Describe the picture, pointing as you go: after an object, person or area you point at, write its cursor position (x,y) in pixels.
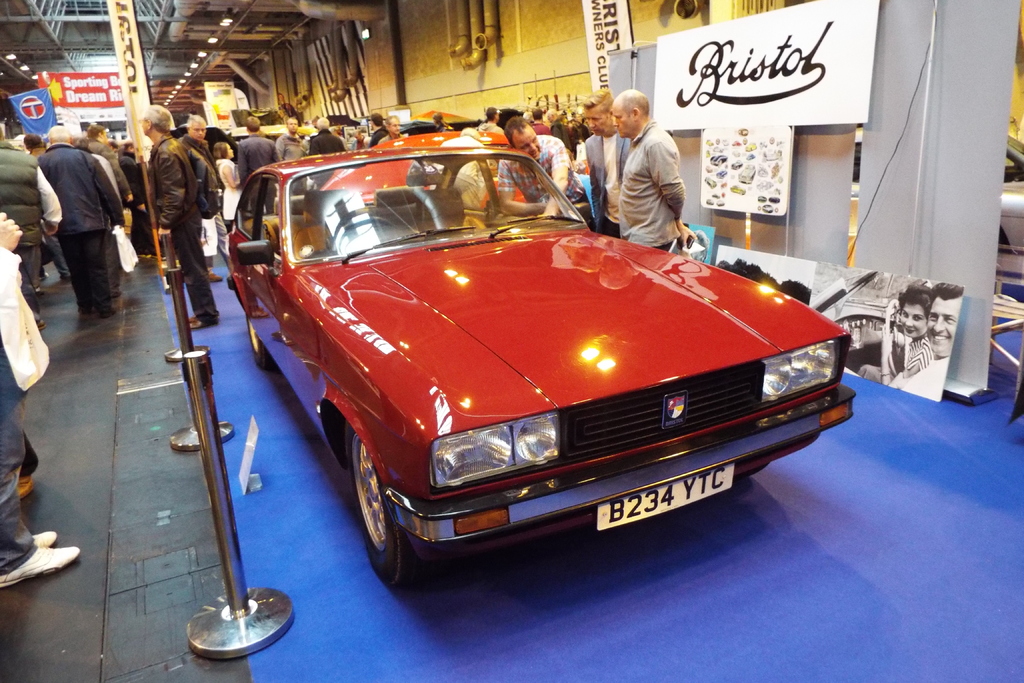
The picture is taken inside a big room (36,594) where many people (244,145) are standing and walking and at the right corner (701,345) there is one red colour car (463,270) and behind that there are people (596,163) standing and there is one white cloth (941,87) and some name boards (781,83) are placed on it and there are pipelines (467,7) attached to the wall (528,59).
